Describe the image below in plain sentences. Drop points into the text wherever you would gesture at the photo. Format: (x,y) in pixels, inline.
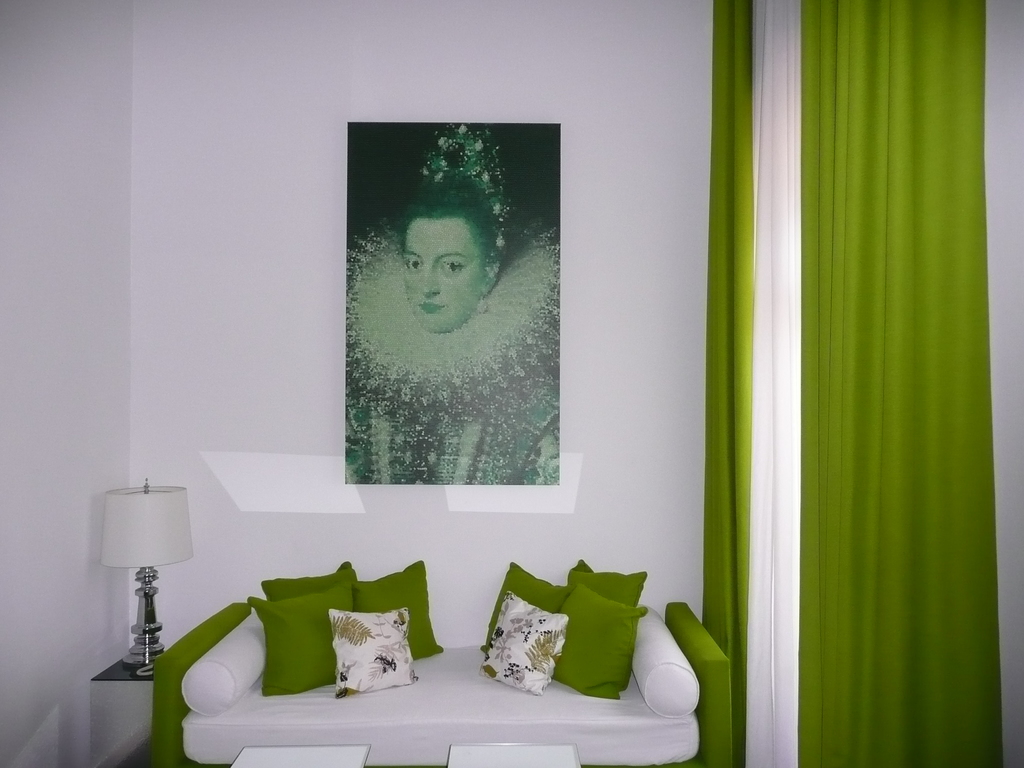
In the picture we can see a sofa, with pillows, three are green in colour and one is white and other side three pillows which are green and one is white, just beside the sofa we can find a lamp (110,517) which is white in colour and steel stand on the table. In the background (697,514) we can find a wall (206,294) with some posters (352,422) of women (510,330) in it and we can also find a green and white curtains (852,410).
